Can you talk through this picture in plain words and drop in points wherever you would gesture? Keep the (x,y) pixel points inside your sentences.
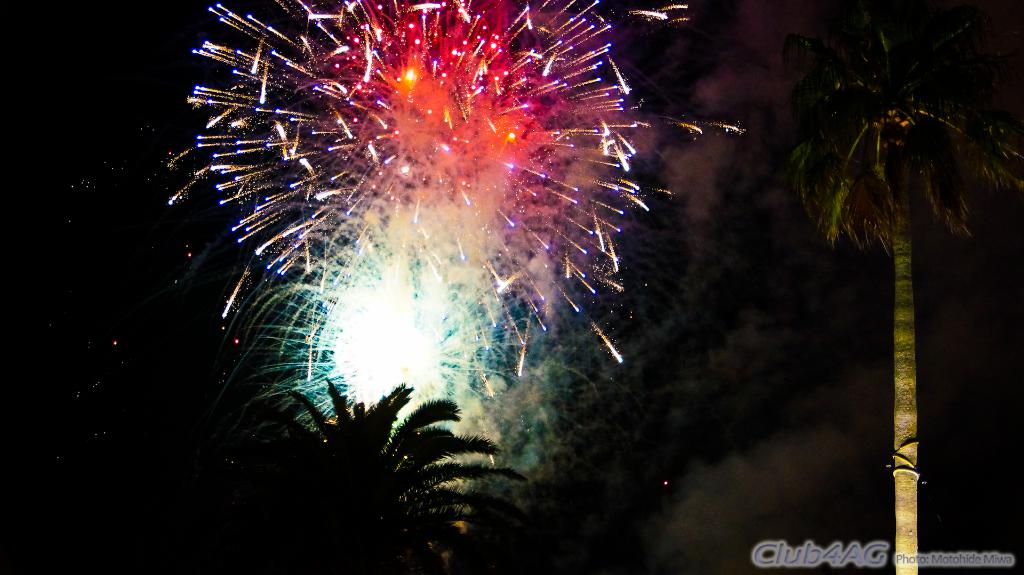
In this image, we can see trees (913,312) and there are crackers (372,136) in the sky (638,159). At the bottom (846,560), there is some text (861,544).
